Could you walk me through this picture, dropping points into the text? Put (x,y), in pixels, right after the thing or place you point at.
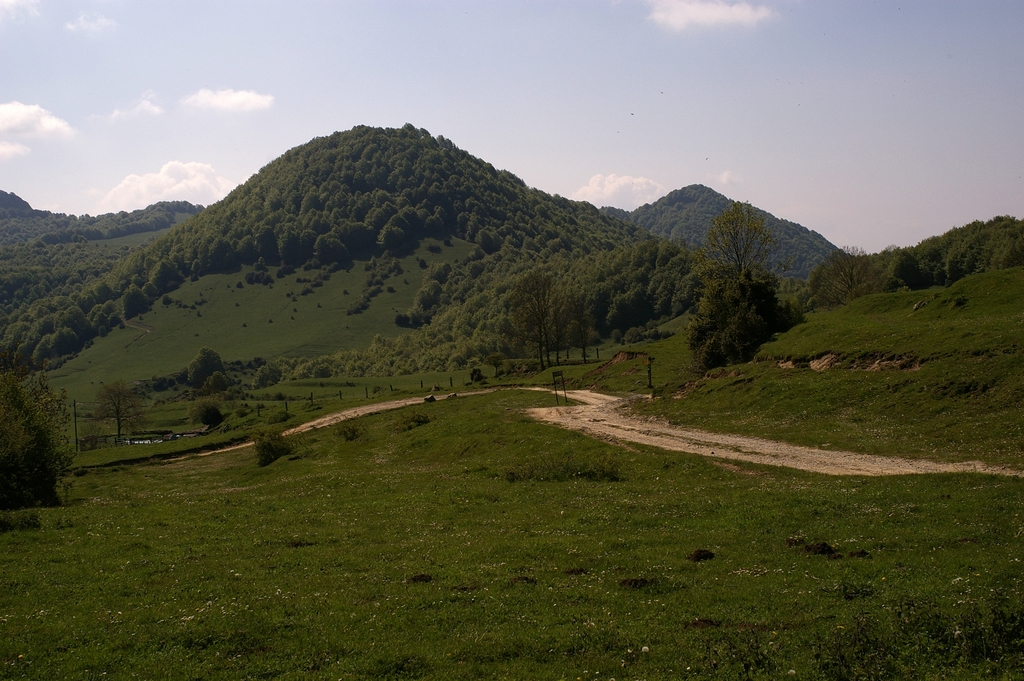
In this image we can see some trees (429,336), plants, grass (270,356), also we can see the cloudy sky (400,87), and the mountains (313,336).
